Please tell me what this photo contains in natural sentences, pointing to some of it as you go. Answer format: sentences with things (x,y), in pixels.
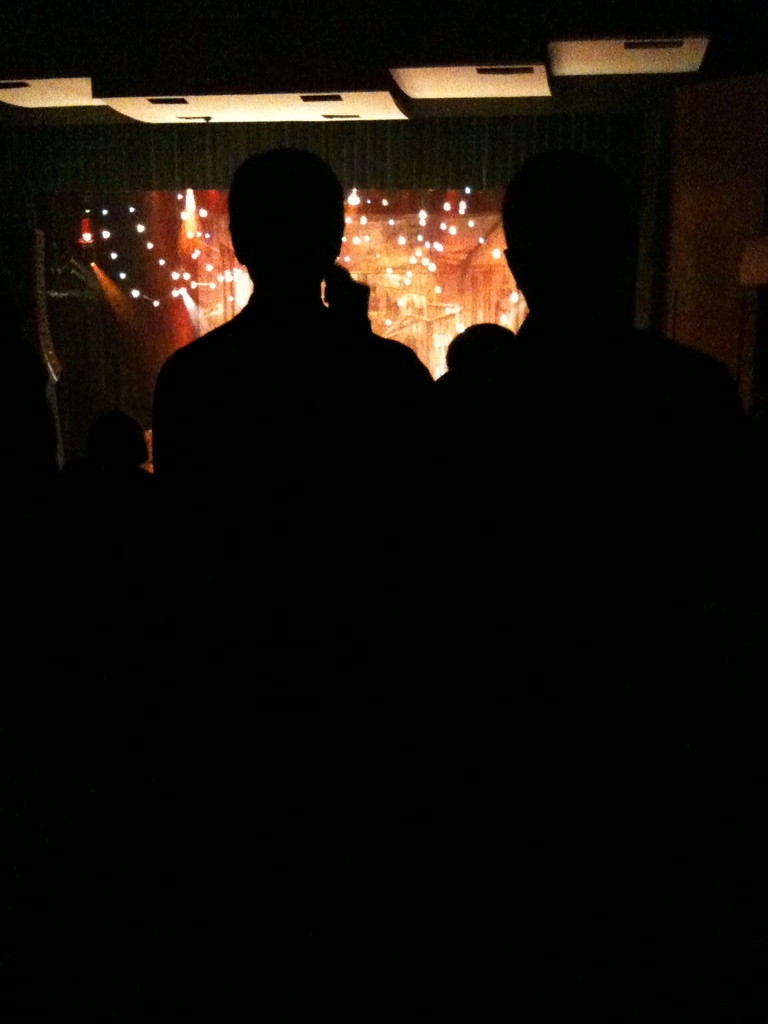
In this picture we can see few people (535,467), in the background (193,209) we can find few lights (450,228).
